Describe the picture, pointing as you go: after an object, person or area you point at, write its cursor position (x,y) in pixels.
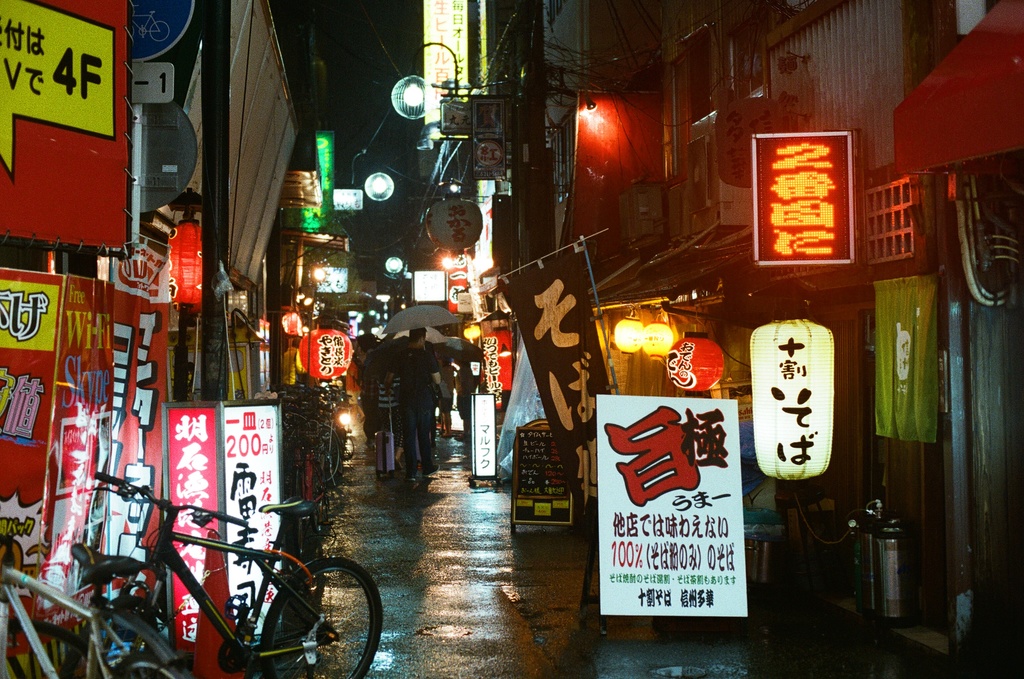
In this image I can see road (435,508) and on it I can see few people (415,422) are standing. I can also see few of them are holding umbrellas (395,330). Here I can see number of buildings (274,249), number of boards (144,305), number of lights (419,97), few bicycles (188,580) and on these boards (21,186) I can see something is written.
